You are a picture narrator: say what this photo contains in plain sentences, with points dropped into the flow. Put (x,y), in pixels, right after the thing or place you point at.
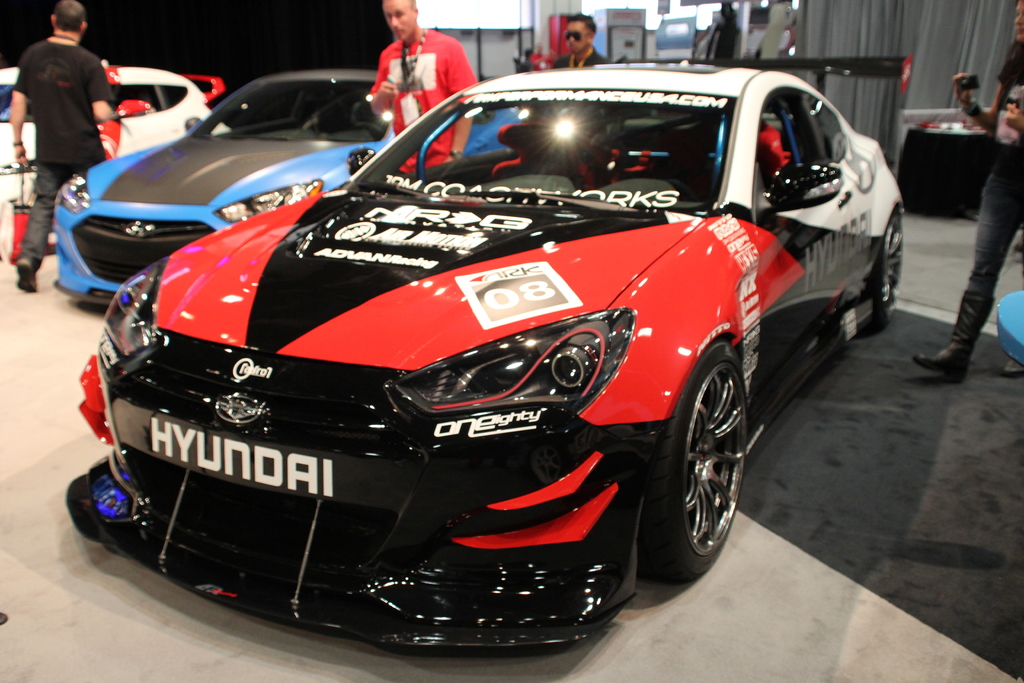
In this image I can see few cars (209,216) in different color. Back I can see few people (580,34), curtain (934,47) and boards (673,43).
